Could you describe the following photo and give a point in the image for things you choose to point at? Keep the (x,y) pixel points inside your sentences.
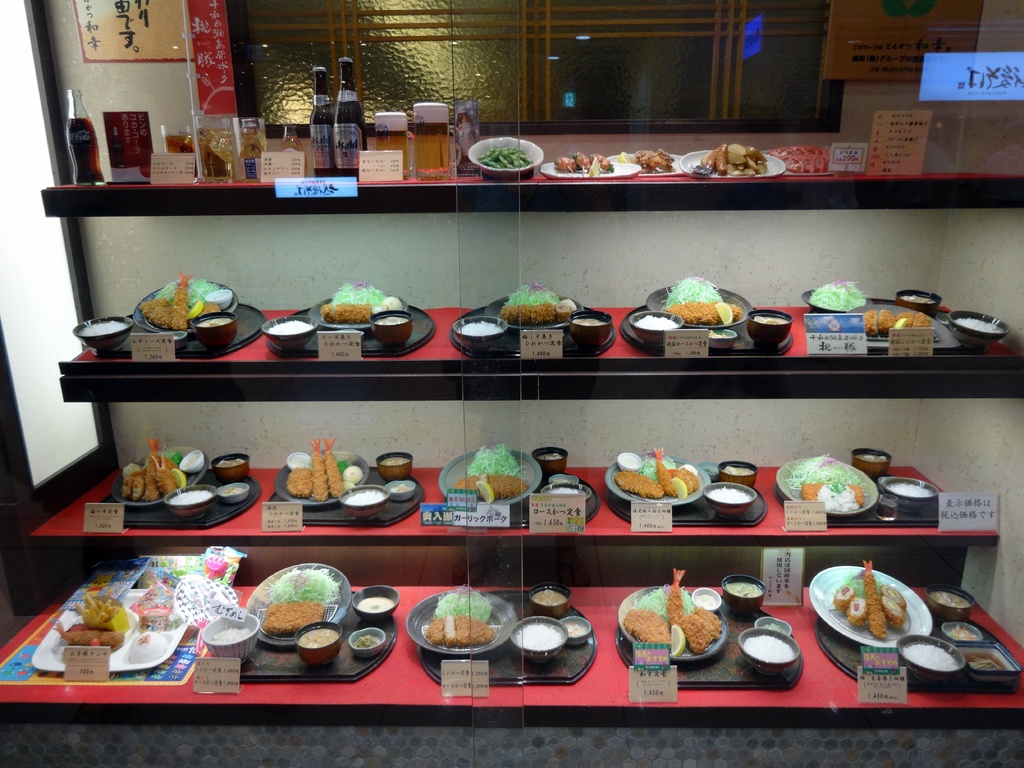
In the image there are some food items (513,314) and drinks (405,123) kept in the shelves (453,312) and beside each food item (351,504) there is name of dish (294,525) and in the background (96,71) there is a wall (246,282).
